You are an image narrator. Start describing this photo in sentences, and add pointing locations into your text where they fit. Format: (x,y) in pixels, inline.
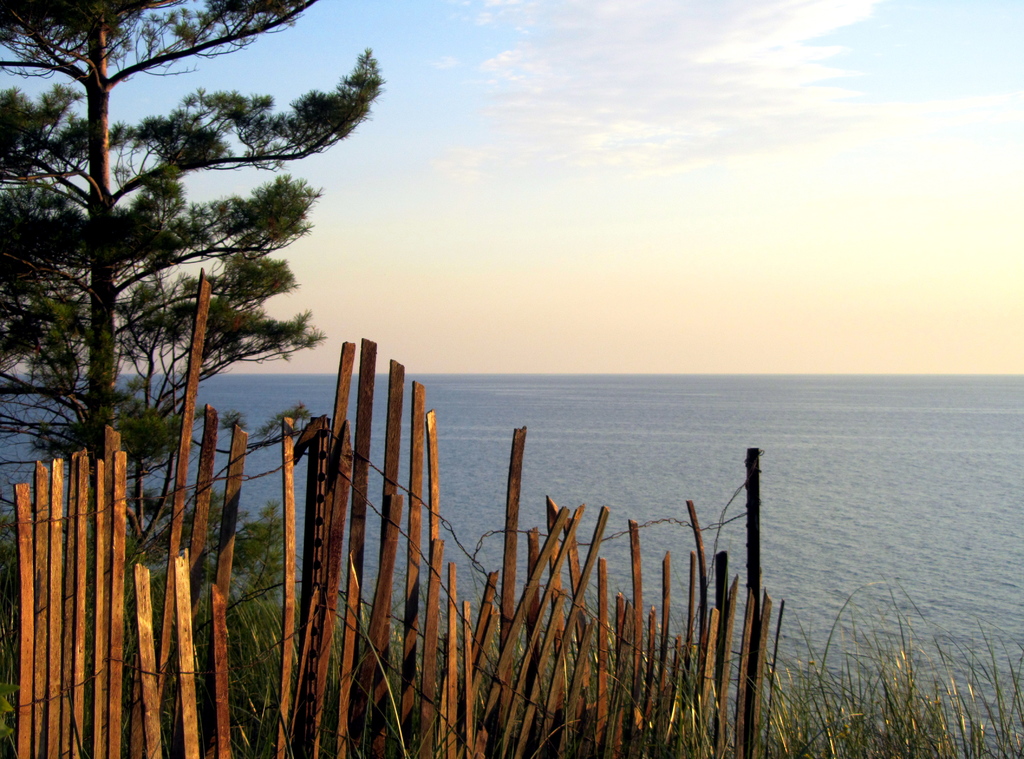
In this image we can see wooden fence (471,750), grass (630,689), tree (107,34), water (566,402) and sky (741,279) with clouds (663,96) in the background (695,292).
